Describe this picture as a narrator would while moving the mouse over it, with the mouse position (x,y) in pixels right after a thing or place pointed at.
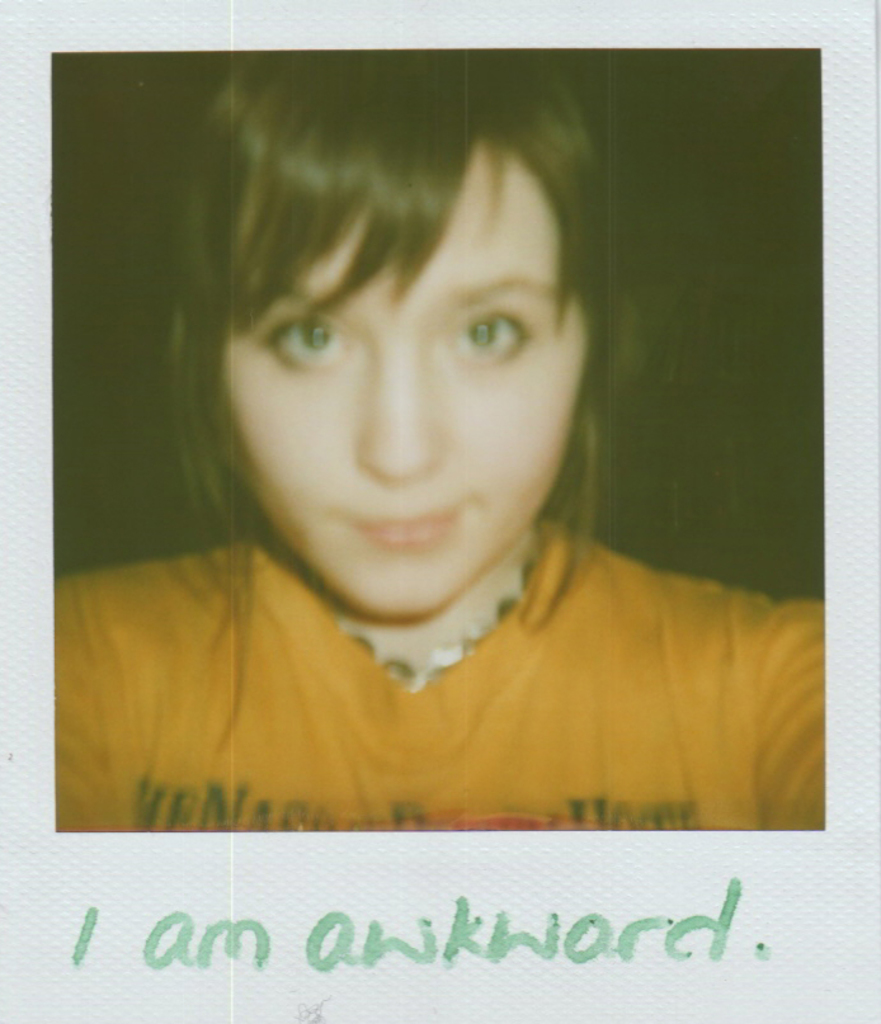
In this image I see a woman (452,534) and I see that she is wearing an yellow t-shirt (528,703) and it is dark in the background (671,466) and I see few words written on the t-shirt (107,618) and few words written over here.
